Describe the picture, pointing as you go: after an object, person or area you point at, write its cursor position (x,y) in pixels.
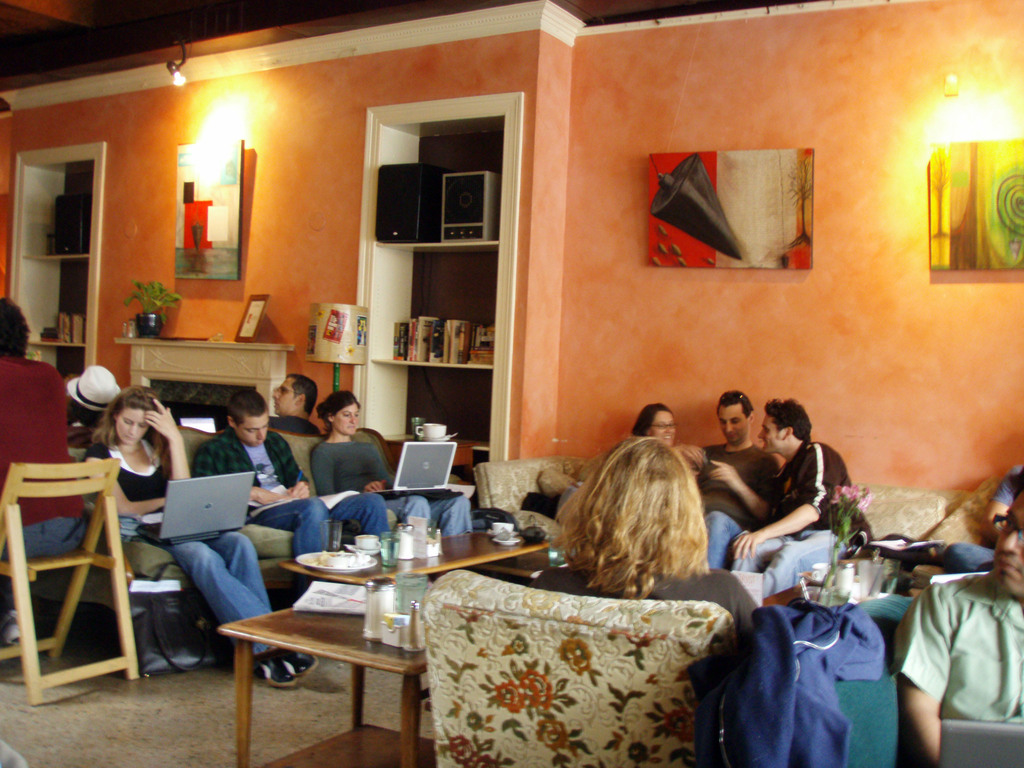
On the background of the picture (754,350) we can see an orange wall (906,365). Here we can see cupboards (69,372), shelves (78,360) where we can see few books (410,338), woofers (440,186) arranged. This is a flower vase (147,299) and few photo frames (774,215) over a wall (857,131). This is a light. here we can see few persons (575,521) sitting on the sofas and chairs (24,469) and busy with their own works. This is a table (472,557) and on the table (478,546) we can see cups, plates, glasses (387,560). This is a floor carpet (216,723).
